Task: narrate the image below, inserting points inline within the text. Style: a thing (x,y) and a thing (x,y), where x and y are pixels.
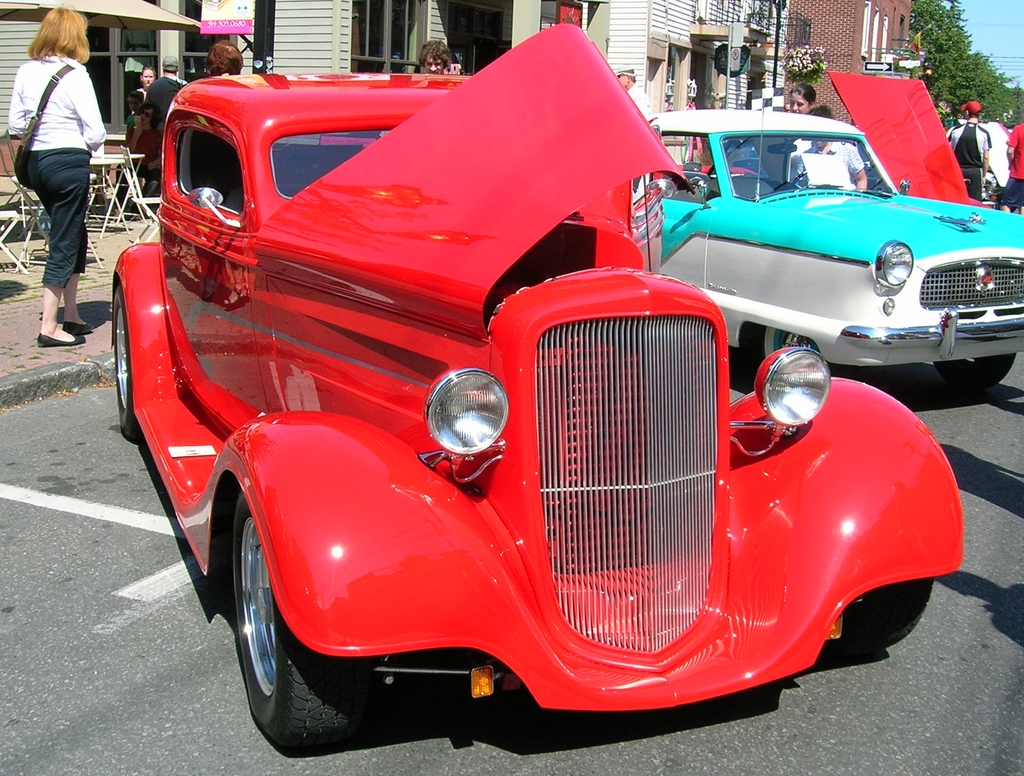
In this image we can see two vehicles (608,324) which are in red and blue color and in the background of the image (79,44) there are some persons (55,175) standing, there are some tables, chairs (17,188), there are some buildings (664,83) and trees (961,59).
